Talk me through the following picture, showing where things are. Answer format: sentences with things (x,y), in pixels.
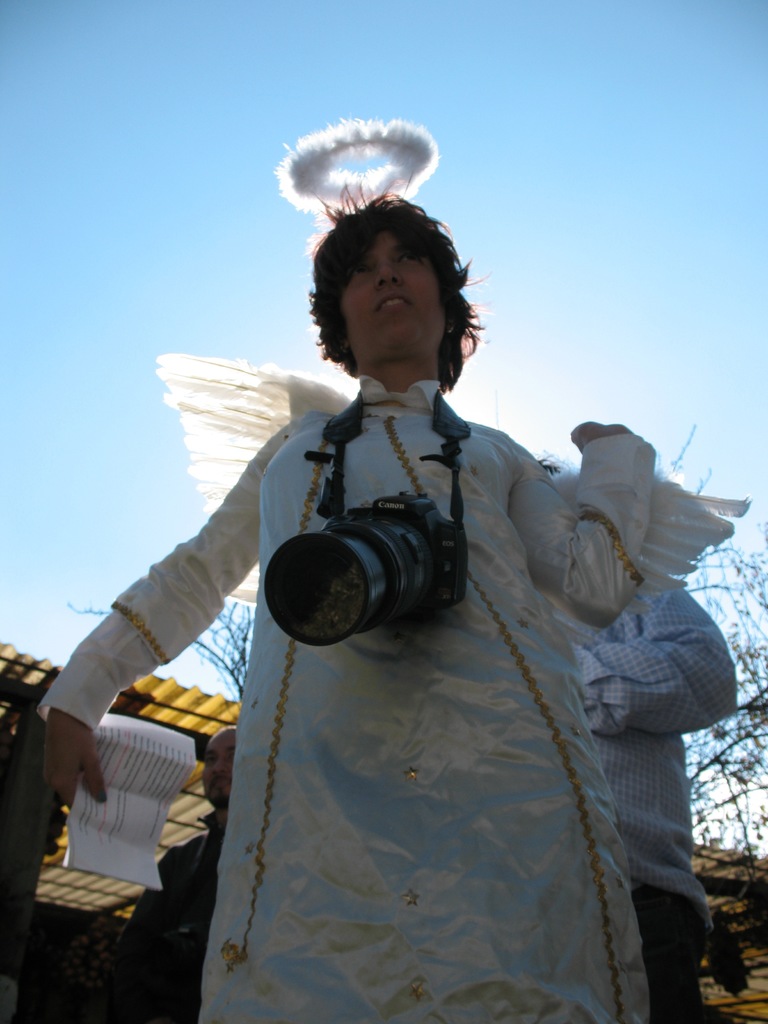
In this picture, in the middle (482,582), we can see a man (530,752) wearing a white color dress (583,531) and he is having camera (333,431). In the background (645,820), we can see group of people (623,778), trees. On the top (579,185), we can see a sky (576,205).
